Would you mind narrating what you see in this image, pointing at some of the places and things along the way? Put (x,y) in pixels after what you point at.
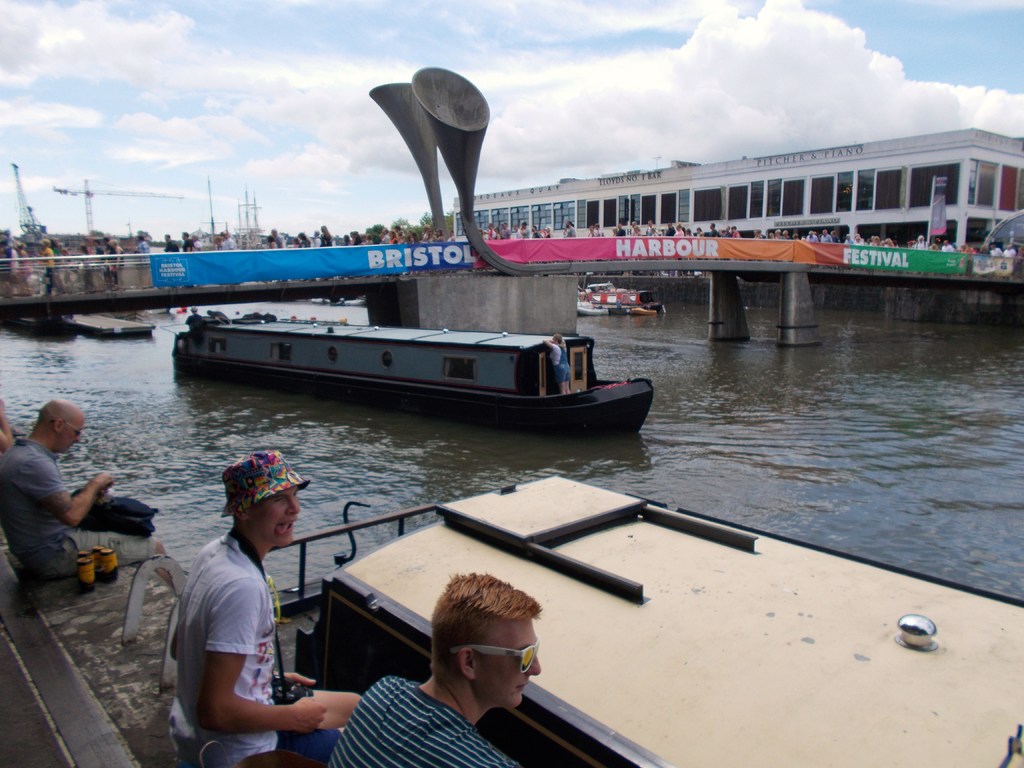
In this image there is the sky (241,91), there are clouds (723,66) in the sky (708,69), there is a building (636,205) towards the right of the image (732,179), there is a bridge (649,263), there are persons (349,245) on the bridge (312,282), there are banners (447,256) attached to the bridge (79,274), there are persons (31,487) sitting, there are objects (98,562) on the ground (109,660), there is an object (803,689) truncated towards the right of the image (791,673).
